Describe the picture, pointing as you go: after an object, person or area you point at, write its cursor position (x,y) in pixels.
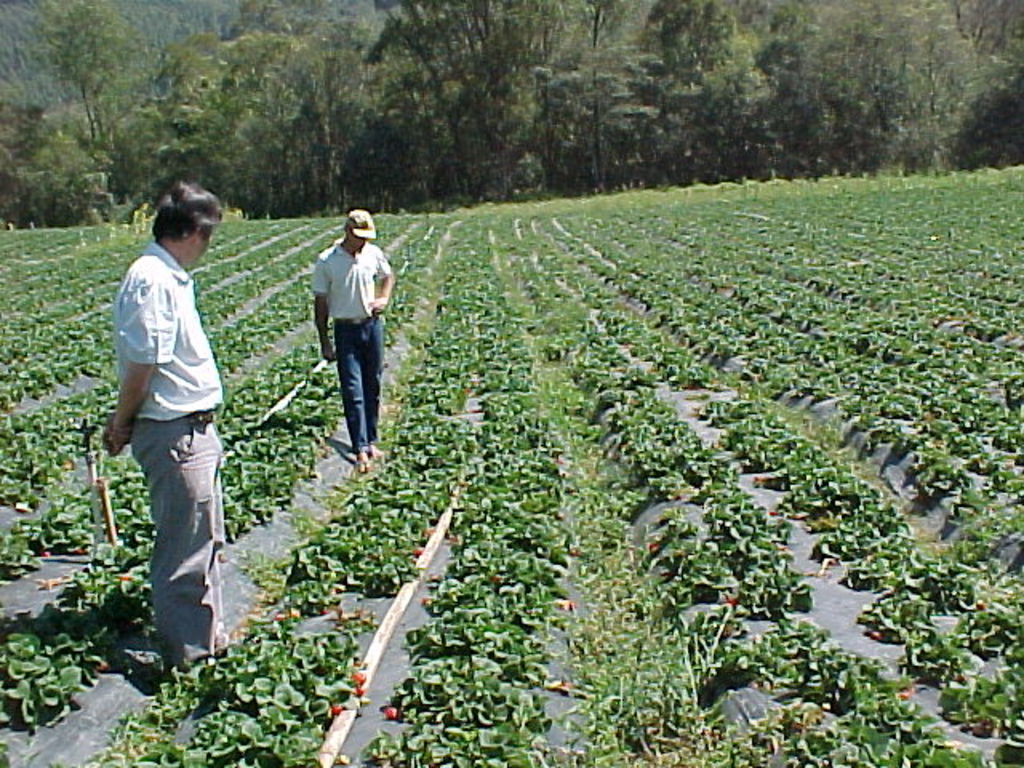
In this image I can see two people (194,204) standing. I can see few green plants (695,502) and few trees (525,56) around.
